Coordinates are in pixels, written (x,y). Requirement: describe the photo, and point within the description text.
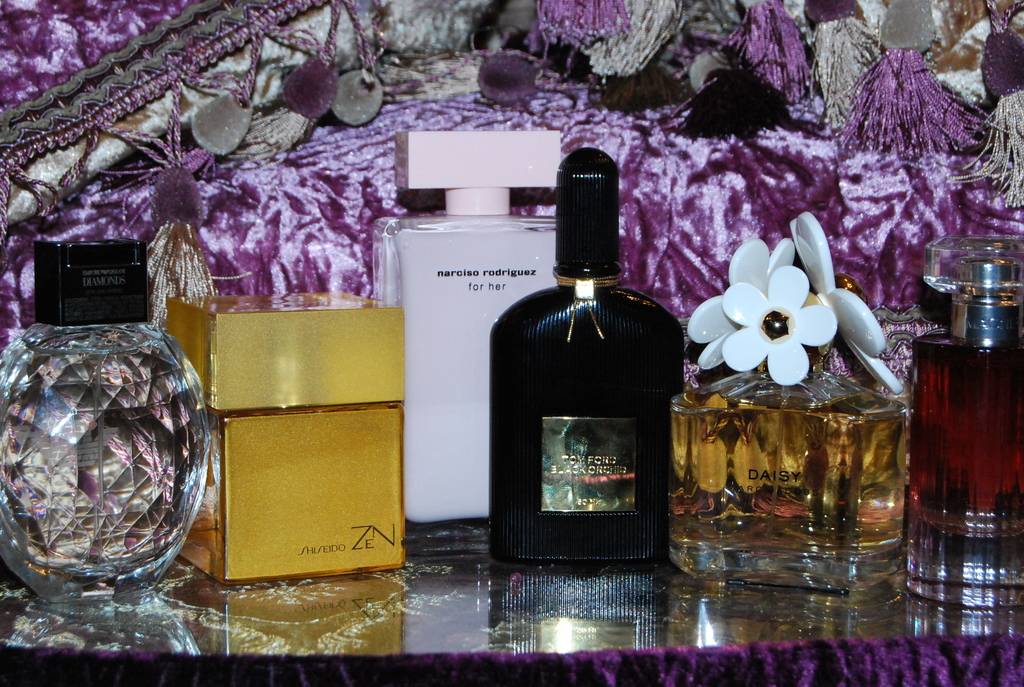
In the image we can see glass perfume bottles (389,452) of different size and colors. This is a decorating cloth (668,175).
